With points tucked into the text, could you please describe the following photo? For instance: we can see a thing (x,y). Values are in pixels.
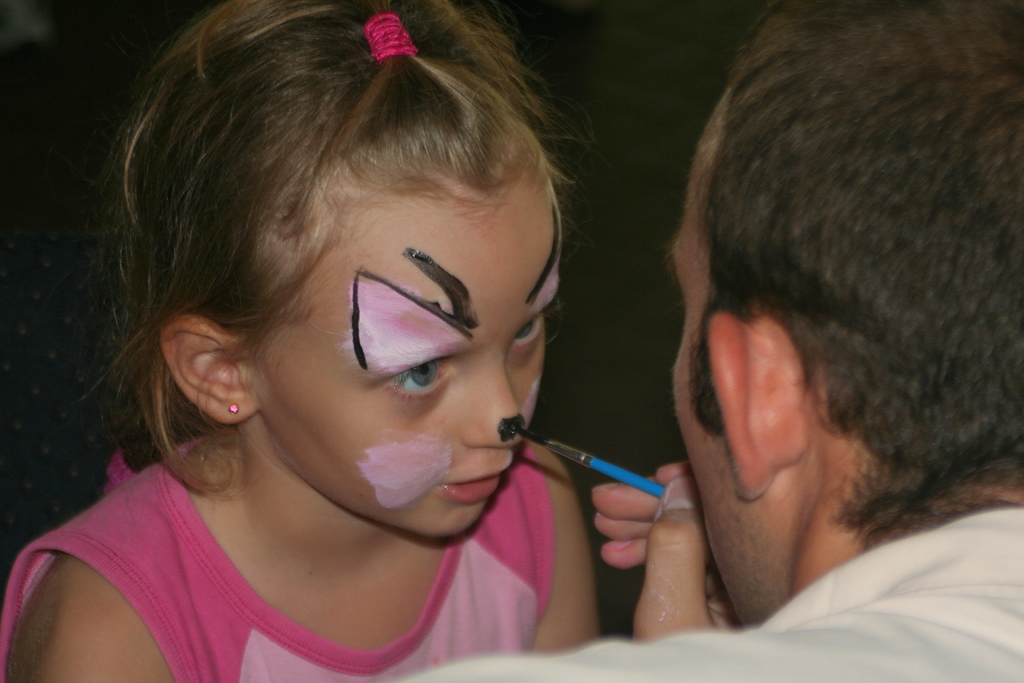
In this image there is a man (843,598) towards the right of the image (843,408), he is holding a paint brush (599,464), there is a girl (341,373) towards the bottom of the image (316,497), the background of the image (603,179) is dark.
